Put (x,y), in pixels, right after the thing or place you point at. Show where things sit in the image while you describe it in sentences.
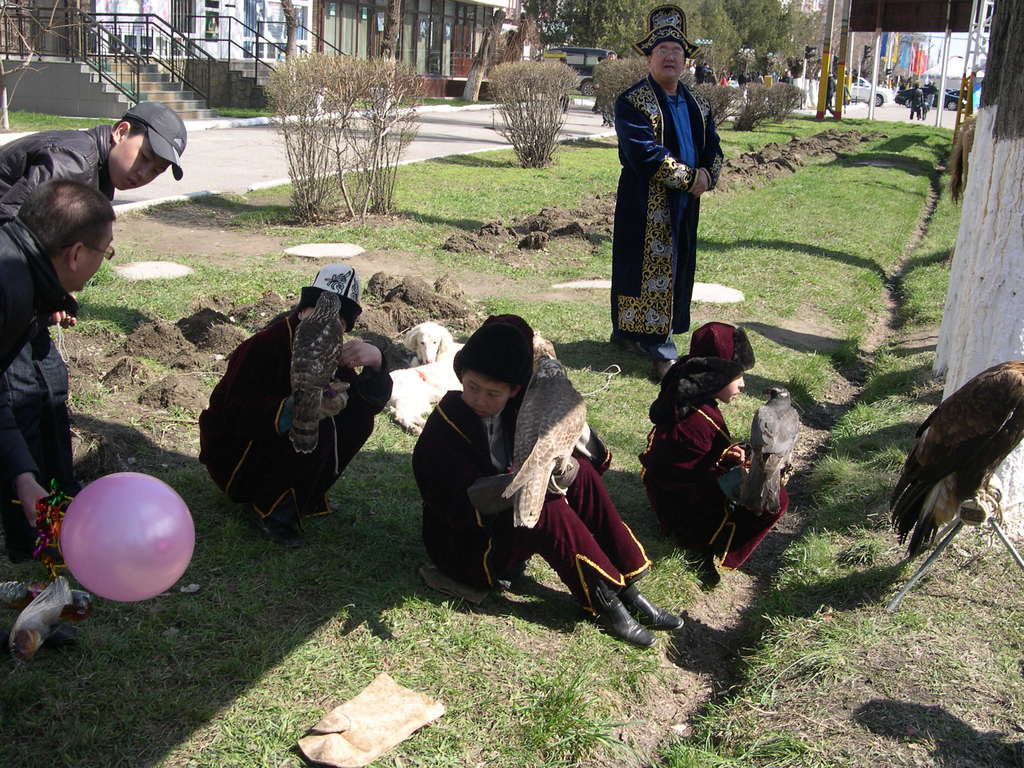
In the image we can see there are children (500,441) sitting and there are people (6,260) standing, they are wearing clothes (10,184) and some of them are wearing caps (174,127). Here we can see a balloon (114,496) and the birds (550,388). Here we can see grass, plants (712,90) and trees (700,54). There are even vehicles (883,101) and buildings (403,32). Here we can see the stairs (173,95) and the fence (188,44).
